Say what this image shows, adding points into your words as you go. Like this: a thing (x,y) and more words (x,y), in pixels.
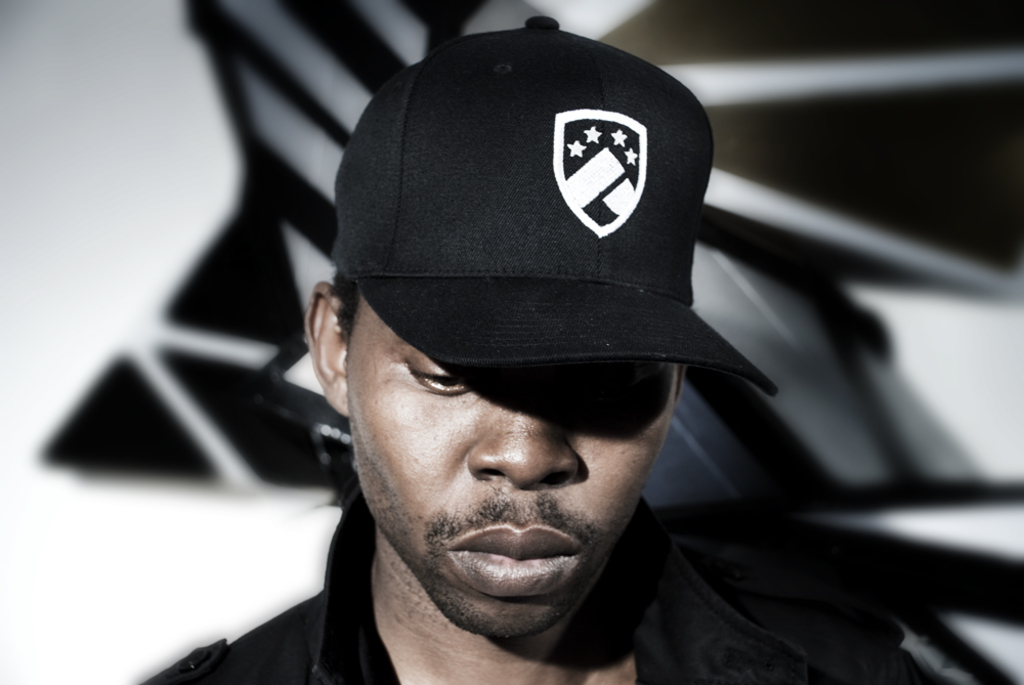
In the middle of this image (641,433), there is a person (555,297) in black color dress (330,620), wearing a black color cap (533,281), on which there is a white color logo (628,128). And the background (50,12) is blurred.
